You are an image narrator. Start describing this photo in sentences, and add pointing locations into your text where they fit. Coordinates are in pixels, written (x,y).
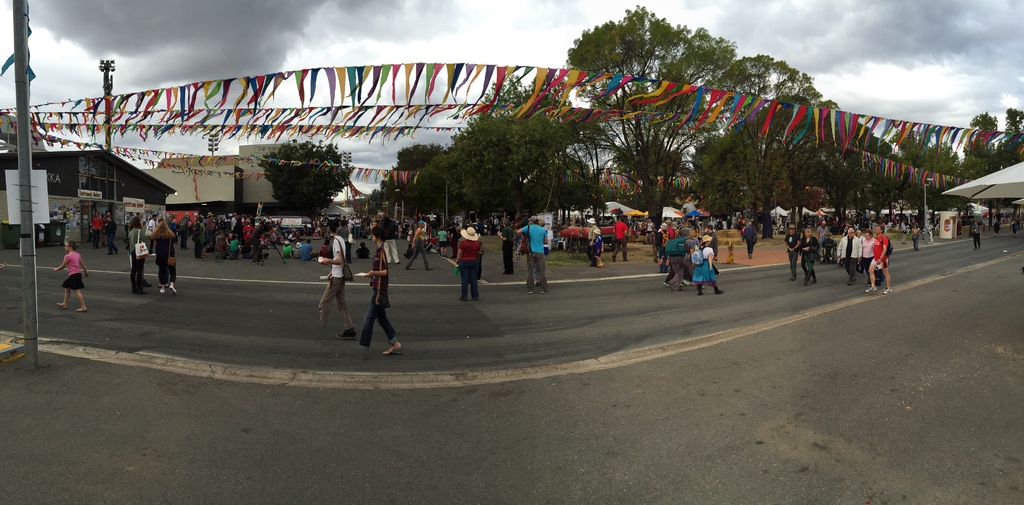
In this picture we can see a group of people (380,310) on the road (558,316) and in the background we can see buildings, trees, sky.
